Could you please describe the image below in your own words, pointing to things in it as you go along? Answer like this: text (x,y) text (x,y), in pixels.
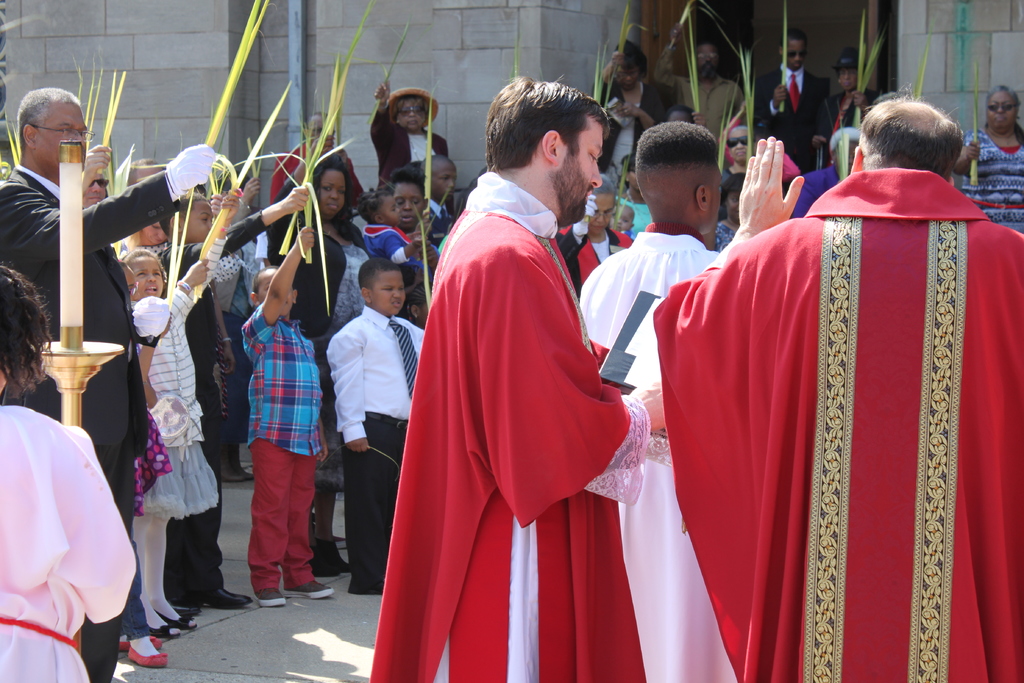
In this image there are group of persons (417,305), there are persons (534,262) holding objects (742,50), there are persons (43,508) truncated towards the left of the image (25,293), there are persons (947,182) truncated towards the right of the image (965,113), there is the wall (501,56), there is a pipe (295,26) truncated towards the top of the image (296,13).
